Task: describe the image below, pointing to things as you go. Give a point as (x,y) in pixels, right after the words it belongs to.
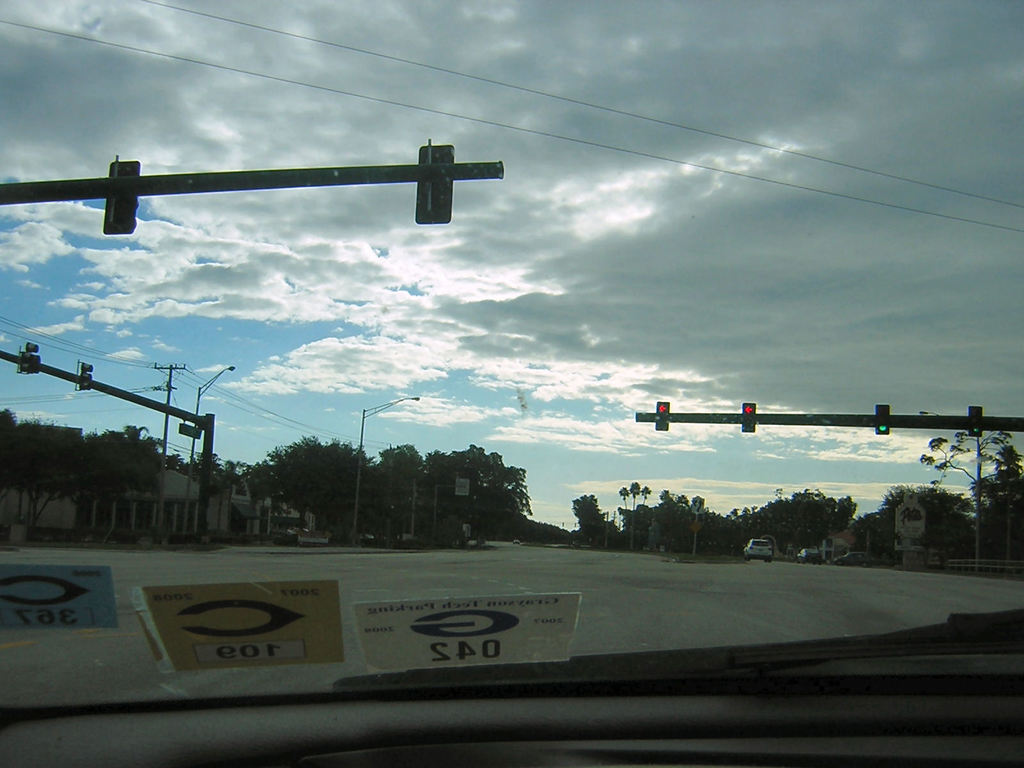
In this image I can see the picture through the windshield (542,445) of the car (732,698). I can see few traffic signal poles (59,186), few wires (149,389), few buildings (284,526), the road (528,568), few vehicles (770,546) on the road (436,559) and few trees (500,521). In the background (543,500) I can see the sky (615,248).
